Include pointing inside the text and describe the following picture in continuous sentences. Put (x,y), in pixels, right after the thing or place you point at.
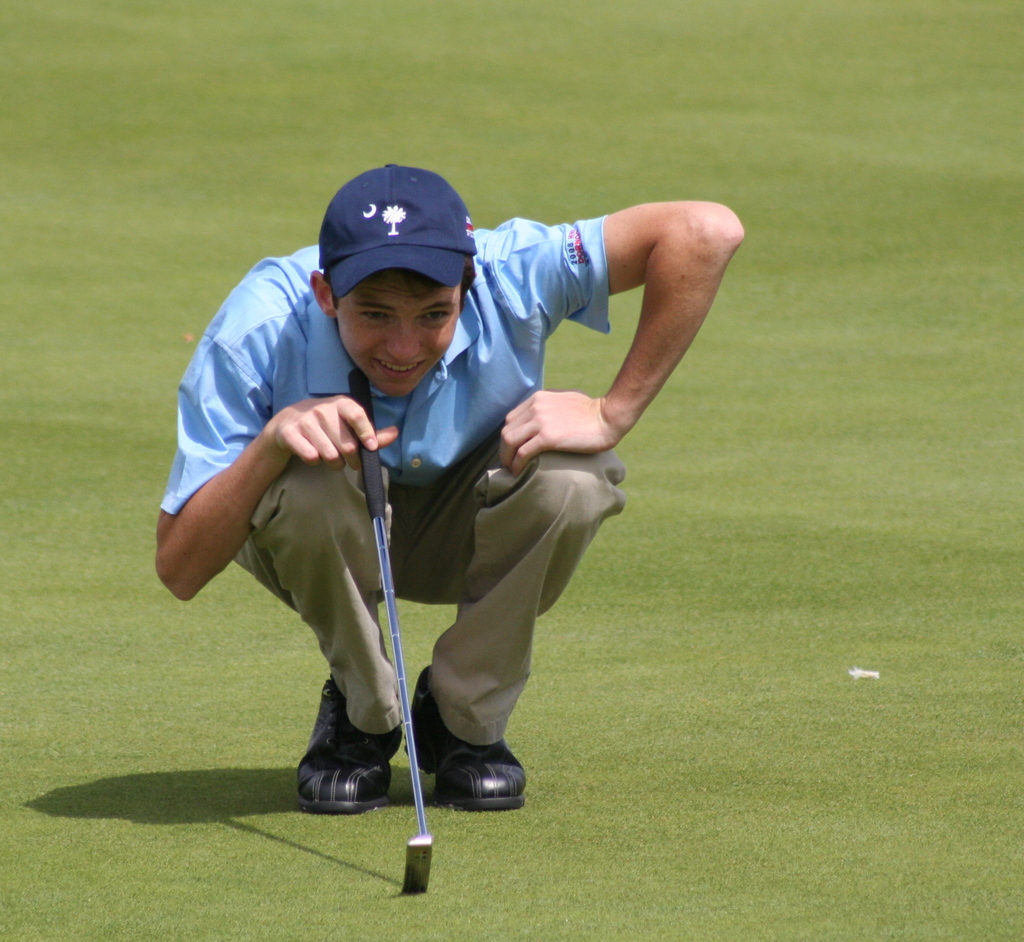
In this picture we can see a man (468,710) wore cap (363,178), shoes (515,760) and holding a stick (423,848) with his hand (329,421) and in the background (243,648) we can see grass (852,393).
